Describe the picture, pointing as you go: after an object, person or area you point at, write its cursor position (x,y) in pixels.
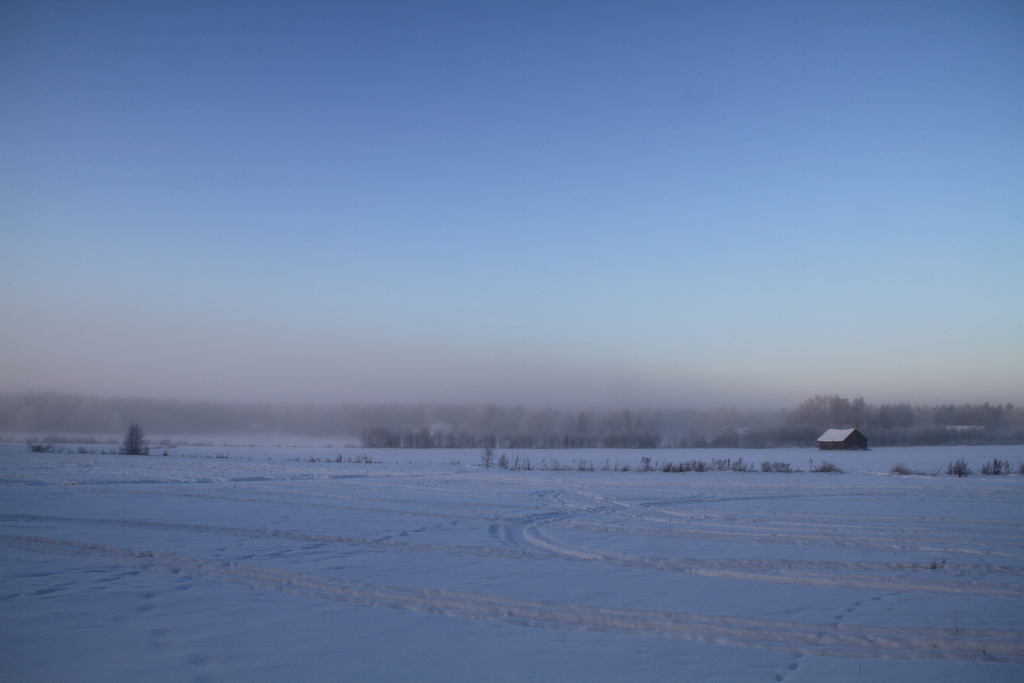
This is the snow (436,564). I can see the trees (515,439) and grass (786,465). This looks like a small house (839,446). Here is a sky (577,181).
